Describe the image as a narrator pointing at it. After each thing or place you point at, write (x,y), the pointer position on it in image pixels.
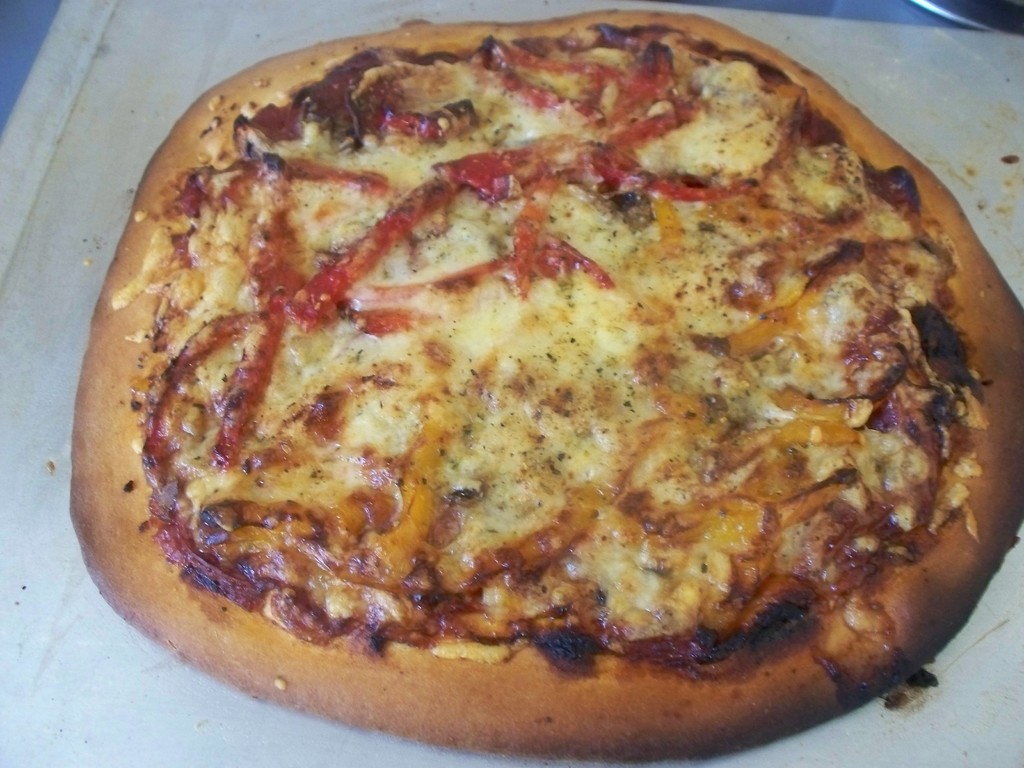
In this image we can see pizza (347,406) placed on the table (2,480).
